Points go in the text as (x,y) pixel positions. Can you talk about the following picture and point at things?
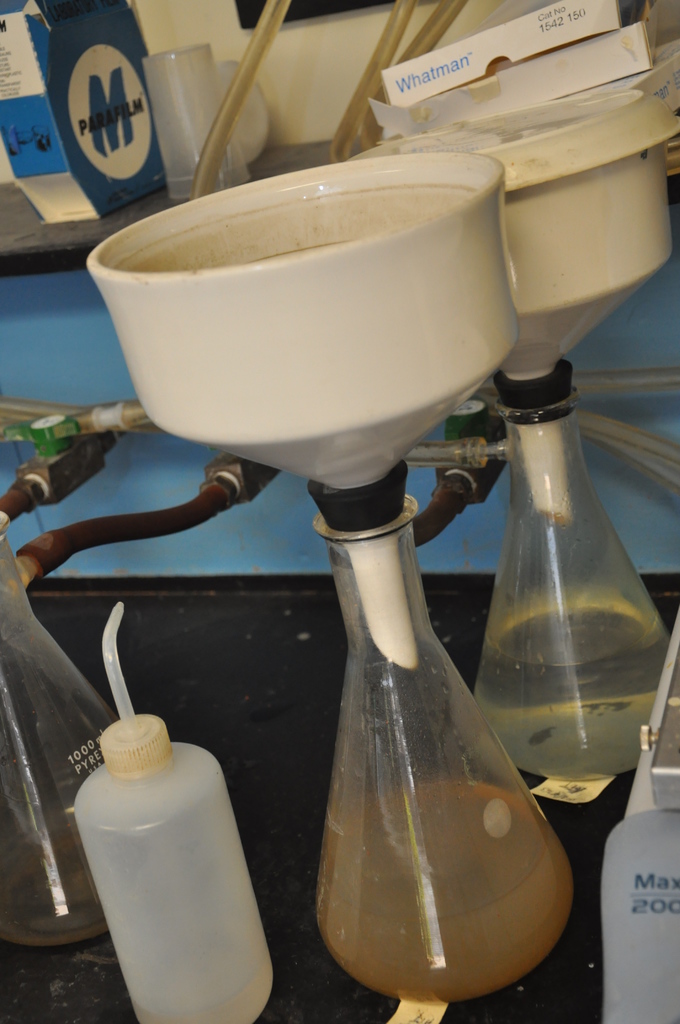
This is a picture of a laboratory equipments (506,389).
